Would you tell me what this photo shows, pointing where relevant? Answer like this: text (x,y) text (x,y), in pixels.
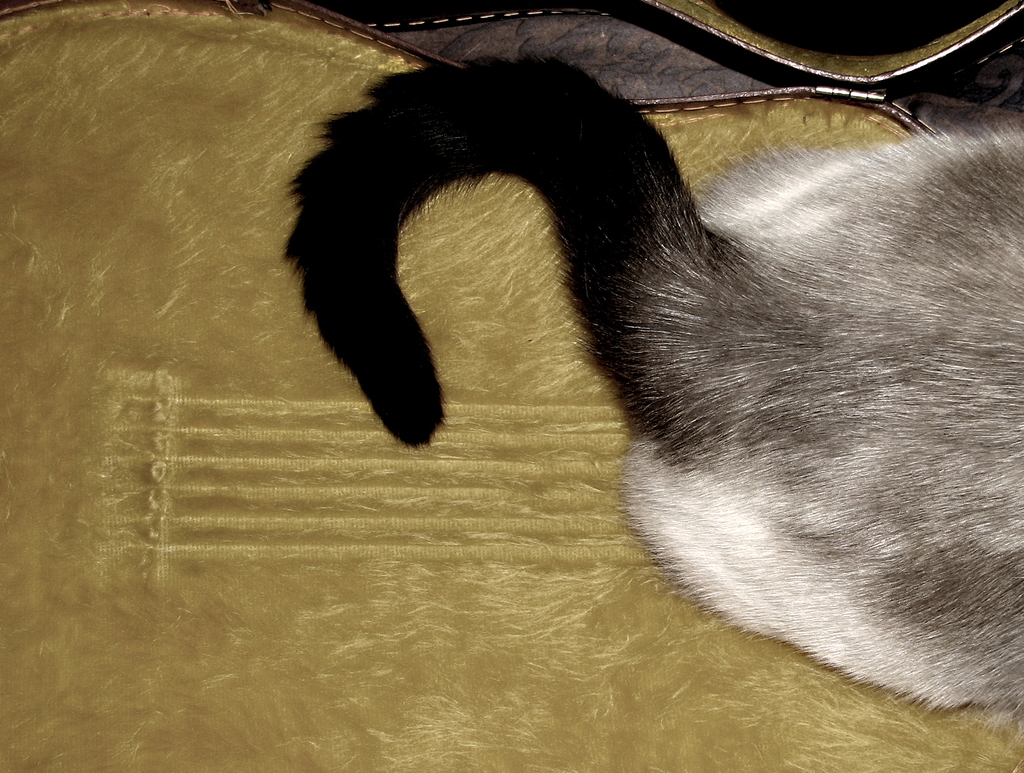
In this image there is an animal (635,210) on the guitar shaped mat (74,3), and in the background (971,67) there is an item (1020,67).
